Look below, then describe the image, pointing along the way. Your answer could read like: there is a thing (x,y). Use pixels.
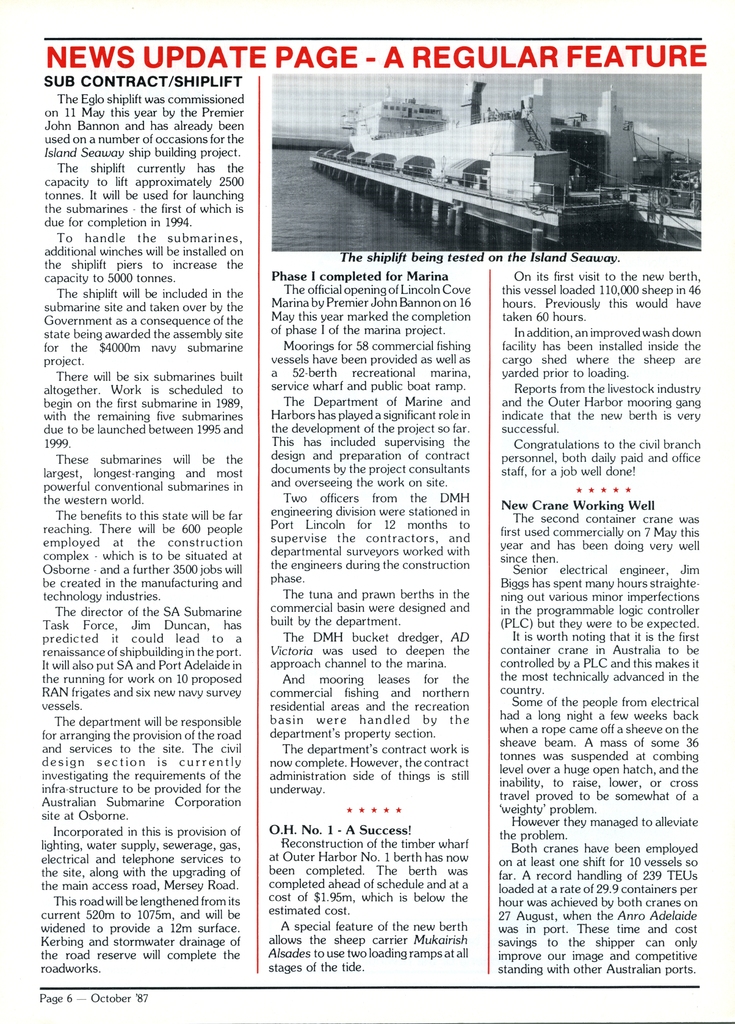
In the picture we can see a magazine (165,709) with a image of a ship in the water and information (233,809) under it.
